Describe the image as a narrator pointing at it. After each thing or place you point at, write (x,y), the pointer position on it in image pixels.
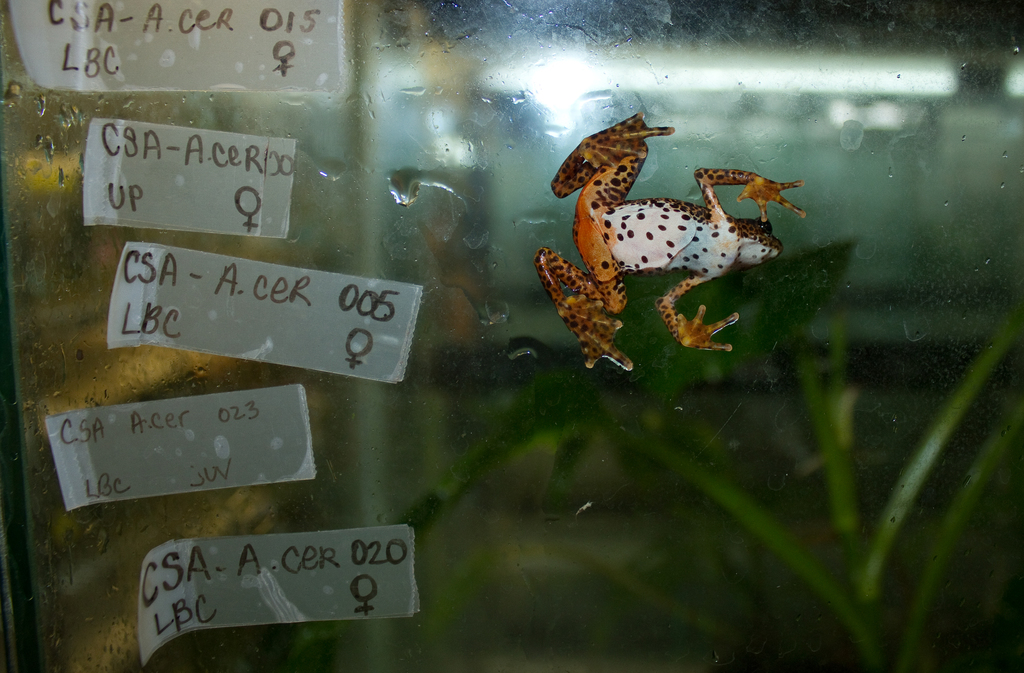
There is a wet glass (454,312) and a frog (653,250) is crawling on the glass (599,442), in the left side (240,600) there are small papers (395,588) stick to the glass (352,230) with some notes (397,540) on each of it.
